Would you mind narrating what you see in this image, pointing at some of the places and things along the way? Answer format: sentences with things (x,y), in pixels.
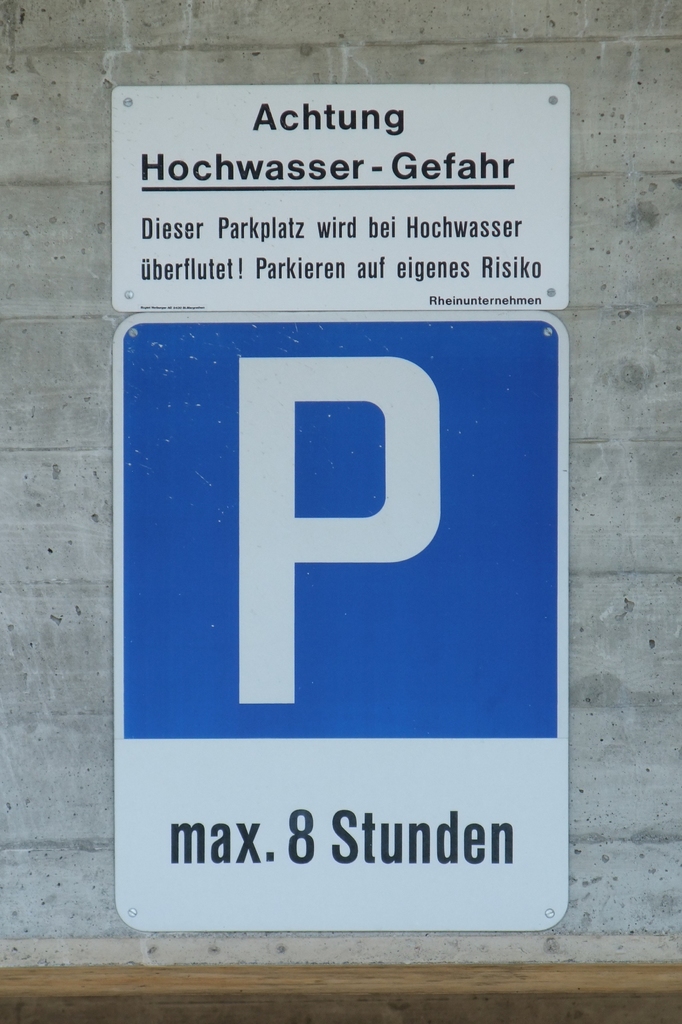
This picture is clicked outside. In the center (274,353) we can see the posters (180,363) attached to the wall (600,154) and we can see the text (341,259) on the posters (355,630). In the foreground (487,1001) there is a wooden object (264,989).
